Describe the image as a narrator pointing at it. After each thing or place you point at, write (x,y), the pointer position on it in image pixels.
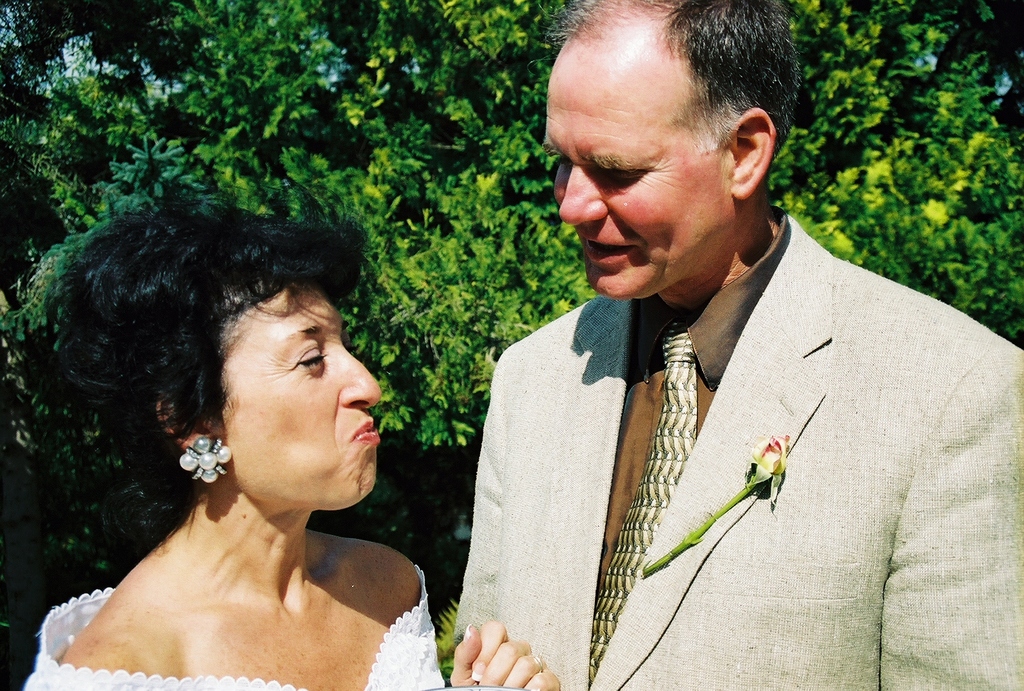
In this picture there is a man (640,415) and a woman (244,355) in the center of the image (470,241) and there is greenery (468,131) in the background area of the image (468,131).
